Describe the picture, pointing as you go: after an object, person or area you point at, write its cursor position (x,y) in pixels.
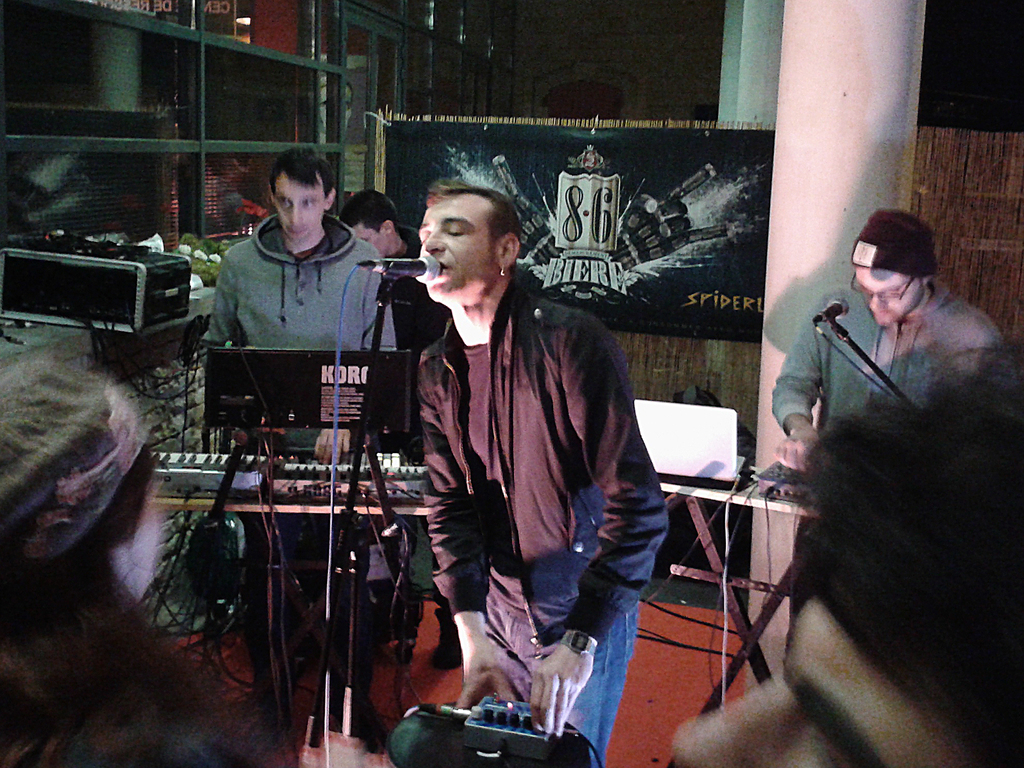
In this image, we can see few people (573,434). Few (573,434) are holding some objects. Here a person (490,321) is singing in-front of a microphone (424,266). Background (597,233) there is a banner (729,279), pillars (857,180), doors (412,104), rods (50,139).
